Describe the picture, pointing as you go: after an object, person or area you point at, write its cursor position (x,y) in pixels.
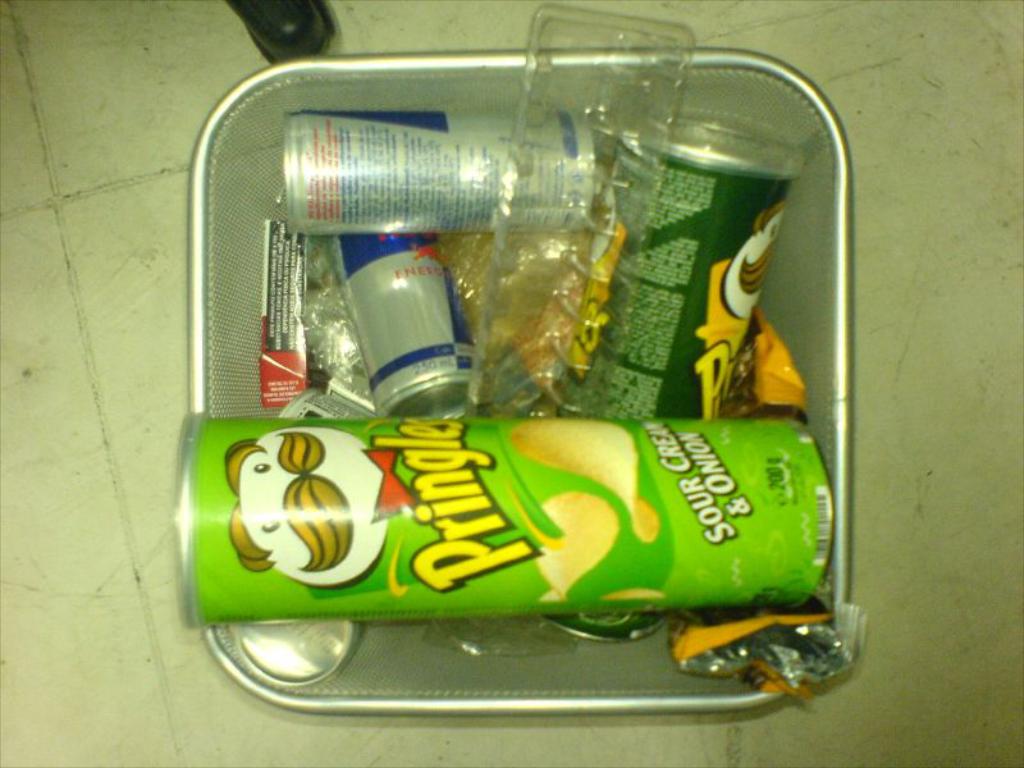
In this image I can see a box (231,271) which is filled with some cans (452,468) and it is placed on the floor (928,297).
